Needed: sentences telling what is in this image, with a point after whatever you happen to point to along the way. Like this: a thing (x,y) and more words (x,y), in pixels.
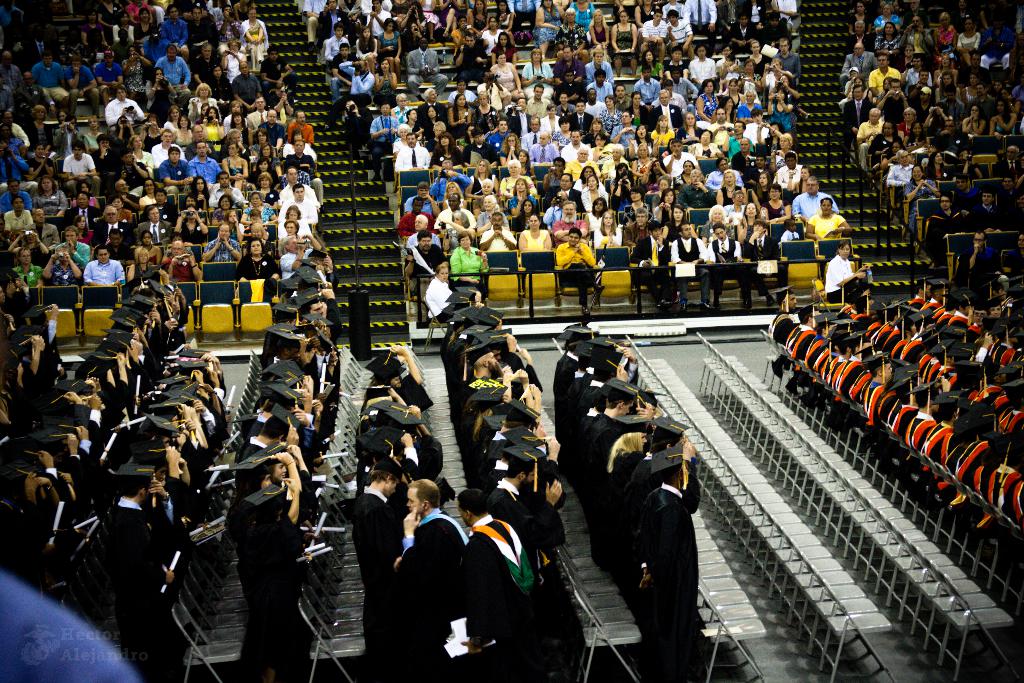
This image is taken during convocation time. In this image we can see many people (590,144) sitting on the chairs (355,563). In the bottom left corner (99,649) we can see a logo (27,653) with the text (62,639).
